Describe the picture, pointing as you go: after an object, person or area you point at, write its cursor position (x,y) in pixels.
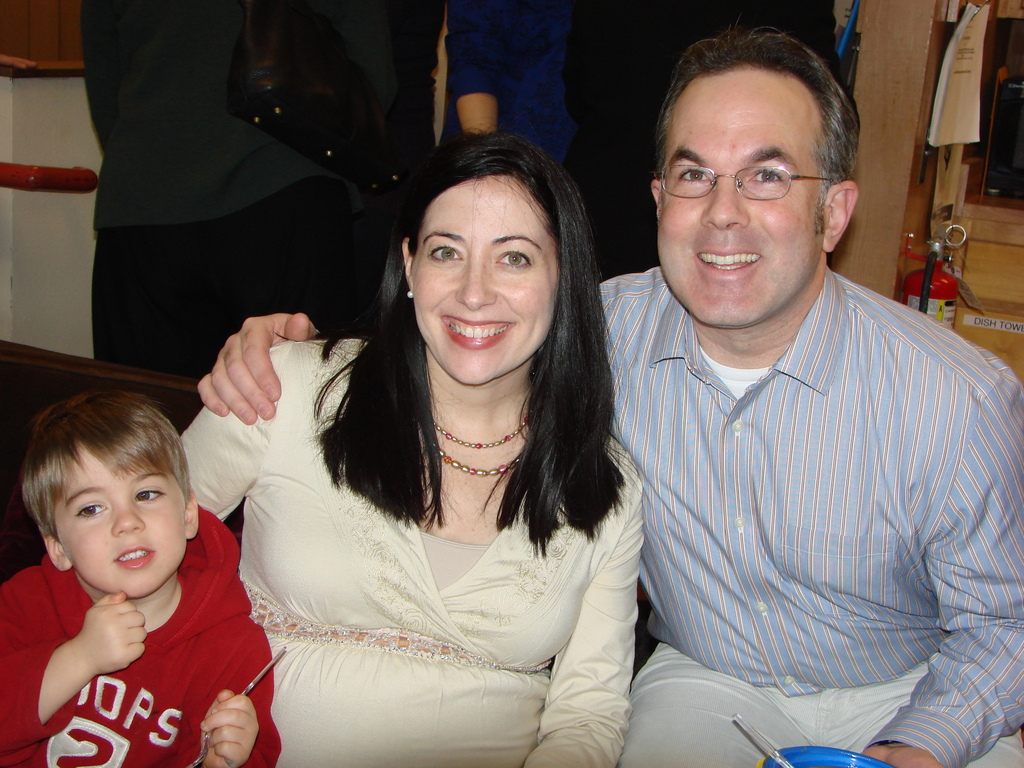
In this picture we can see three people (608,553), they are smiling and in the background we can see a fire extinguisher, people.
